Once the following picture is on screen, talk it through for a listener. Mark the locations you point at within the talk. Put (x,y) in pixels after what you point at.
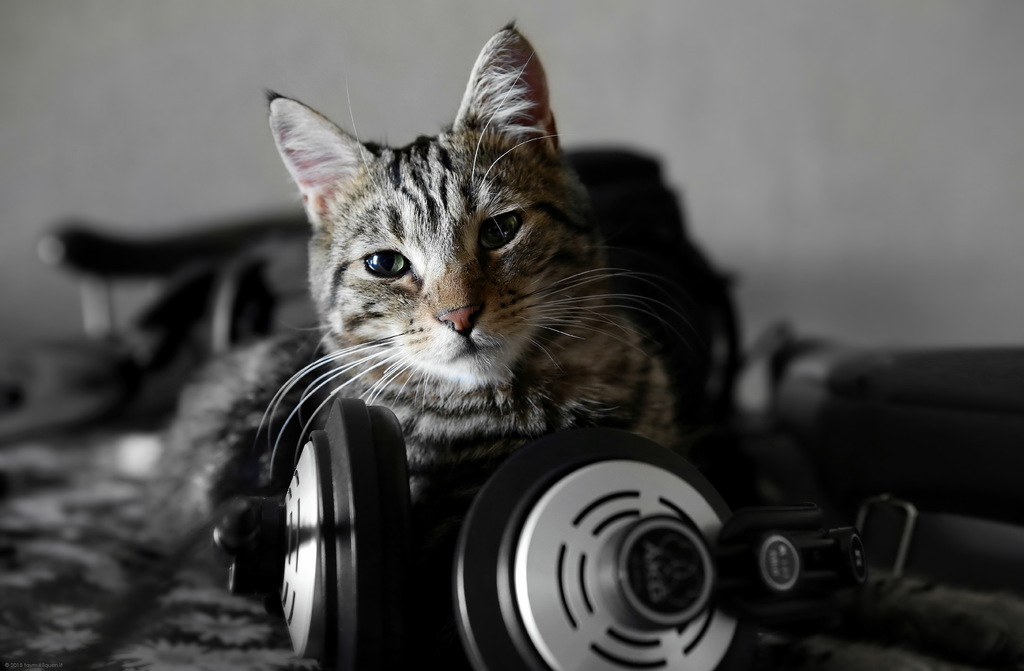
In the image there is a cat (369,316) laying on floor (160,642) behind headset (383,574) and behind it there is wall (216,33) with some things (681,251) in front of it, this seems to be a muted colour picture.
